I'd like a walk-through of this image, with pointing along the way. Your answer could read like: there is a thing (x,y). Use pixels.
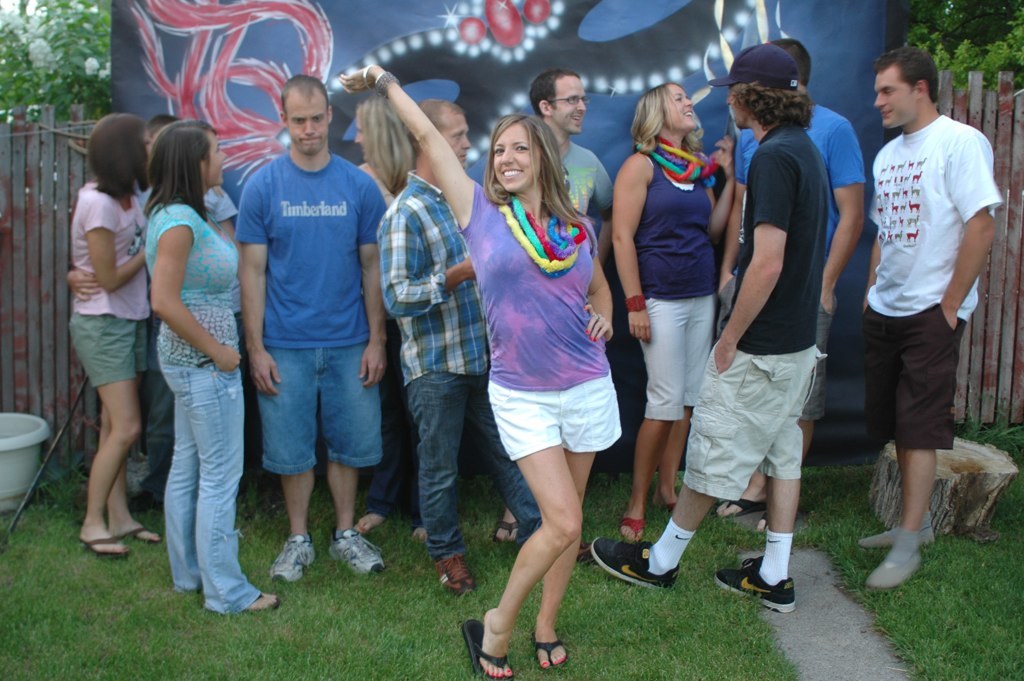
In the picture I can see a group of people (521,337) are standing on the ground (415,569). In the background (484,466) I can see a banner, wooden fence (28,236), the grass (173,591), trees (84,97) and some other objects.
